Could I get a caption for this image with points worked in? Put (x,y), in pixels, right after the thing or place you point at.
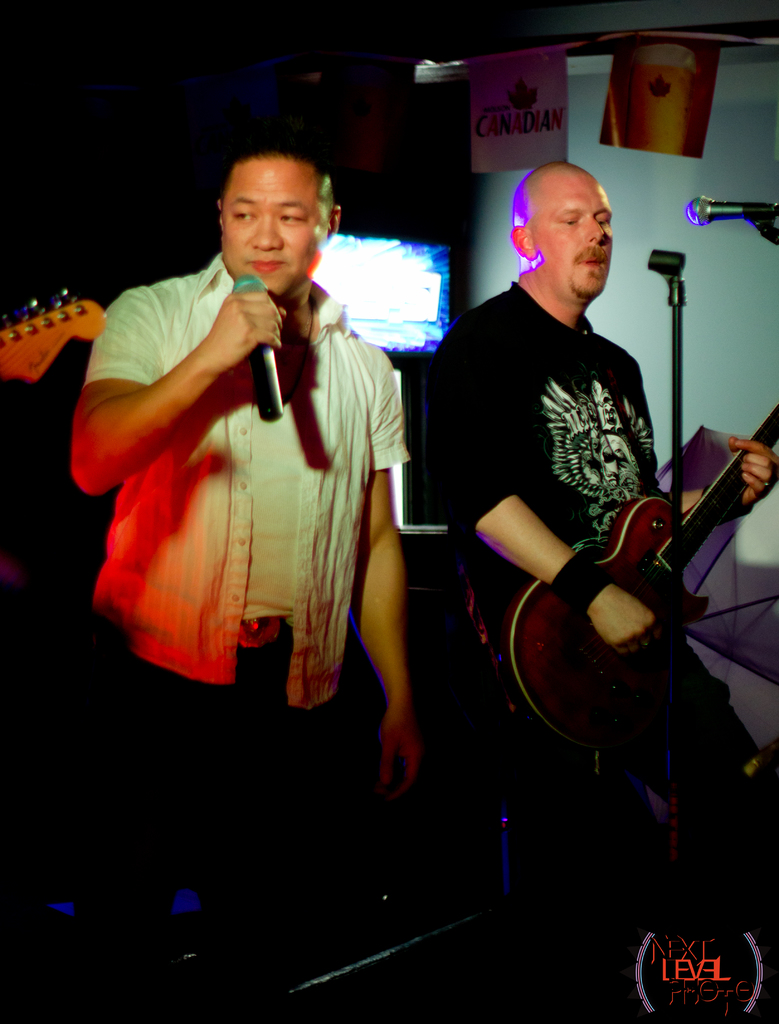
In this image we can see a person (316,577) wearing white shirt (295,475) is holding a mic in his hands (238,319) and standing. The person (600,538) wearing black t shirt (484,412) is holding a guitar (668,572) in his hands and playing it.
